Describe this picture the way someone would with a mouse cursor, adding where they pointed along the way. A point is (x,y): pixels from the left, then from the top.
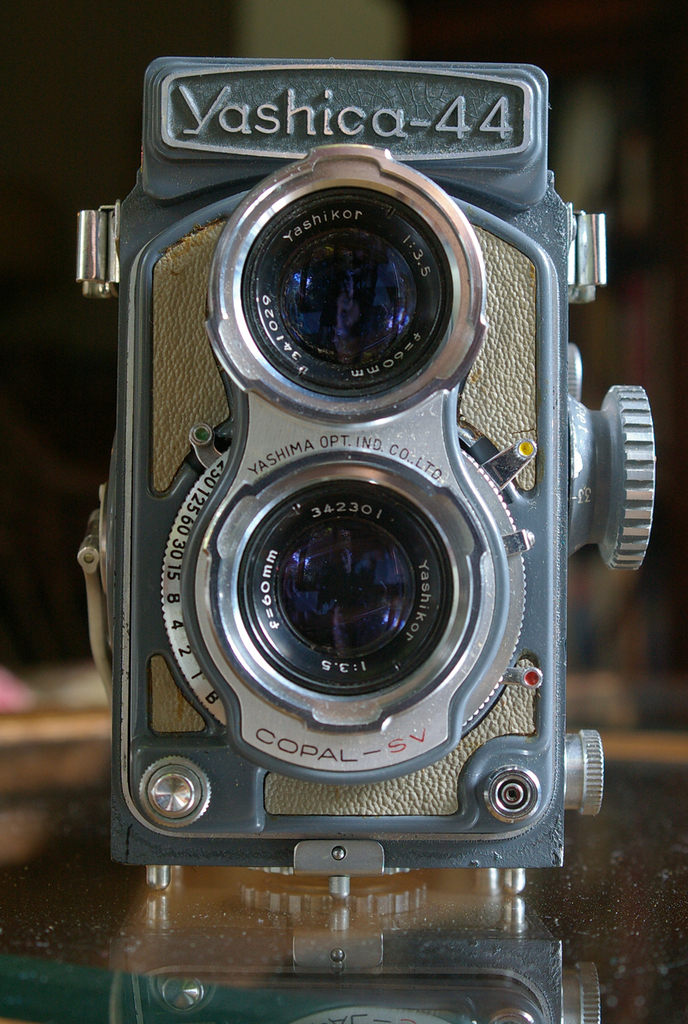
In this picture there is a camera (369,518) on a glass (384,895). The background (25,43) is blurred.
